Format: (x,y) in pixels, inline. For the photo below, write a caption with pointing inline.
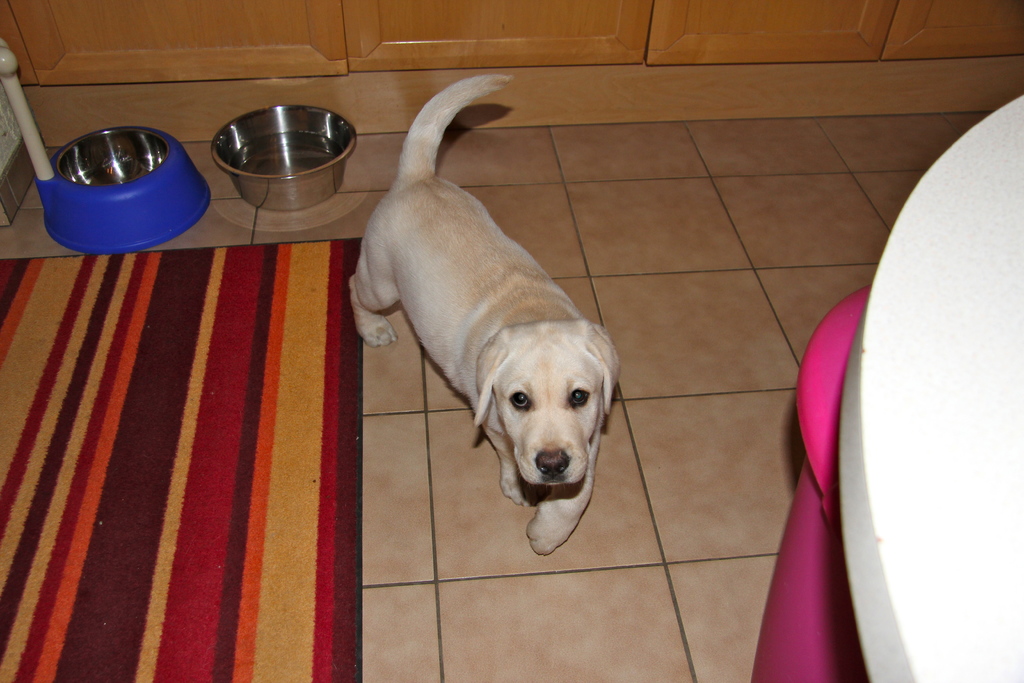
In this image, we can see a white dog (502,465) on the floor (667,509). Here there is a floor mat (212,476). Right side of the image (958,470), we can see white and pink color object (902,504). Top of the image (324,188), we can see wooden boards (518,49) and steel bowls (296,147).
